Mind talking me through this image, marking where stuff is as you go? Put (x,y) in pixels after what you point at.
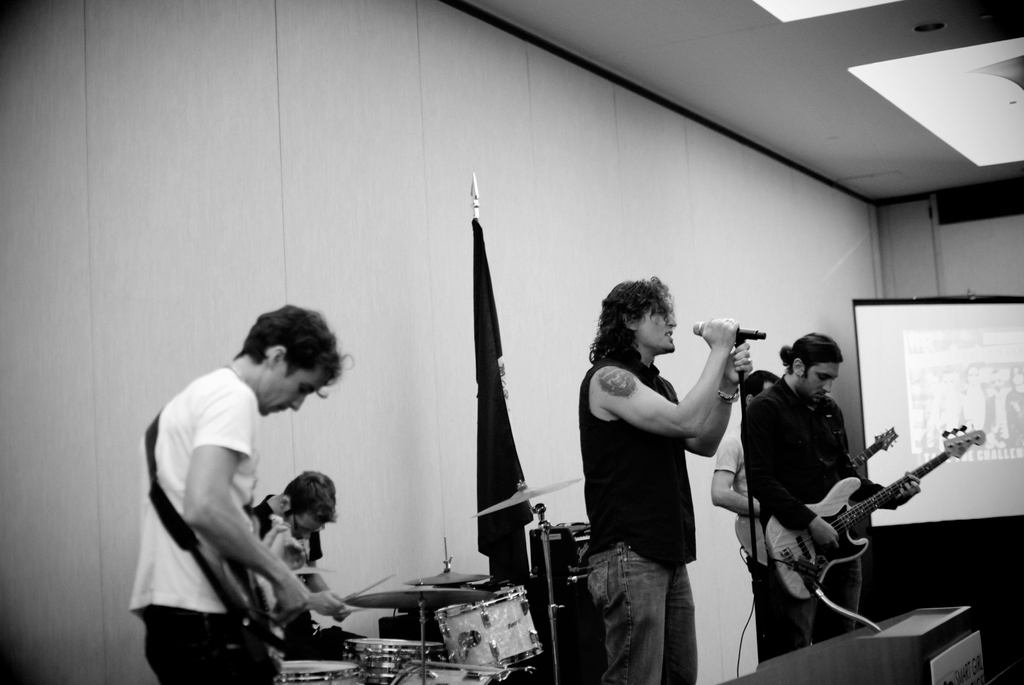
In this image there are 3 persons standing and playing guitar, another man (649,354) standing and singing a song in the microphone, and the back ground (443,195) there is flag (503,550), screen (903,339), another man (330,656) sitting and playing drums (555,656), wall (52,185), lights (980,118).
